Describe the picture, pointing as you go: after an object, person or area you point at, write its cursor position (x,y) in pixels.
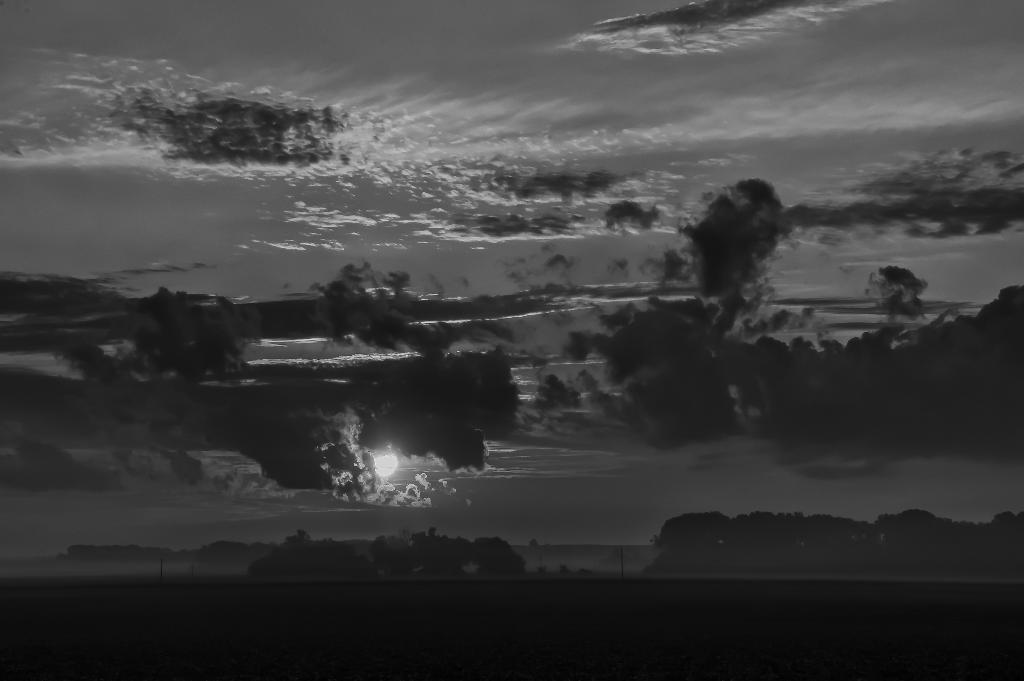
In this image there are trees (365,570), poles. In the background of the image (160,561) there are trees (128,547). There is a sun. There are clouds (221,314) in the sky (289,262).
